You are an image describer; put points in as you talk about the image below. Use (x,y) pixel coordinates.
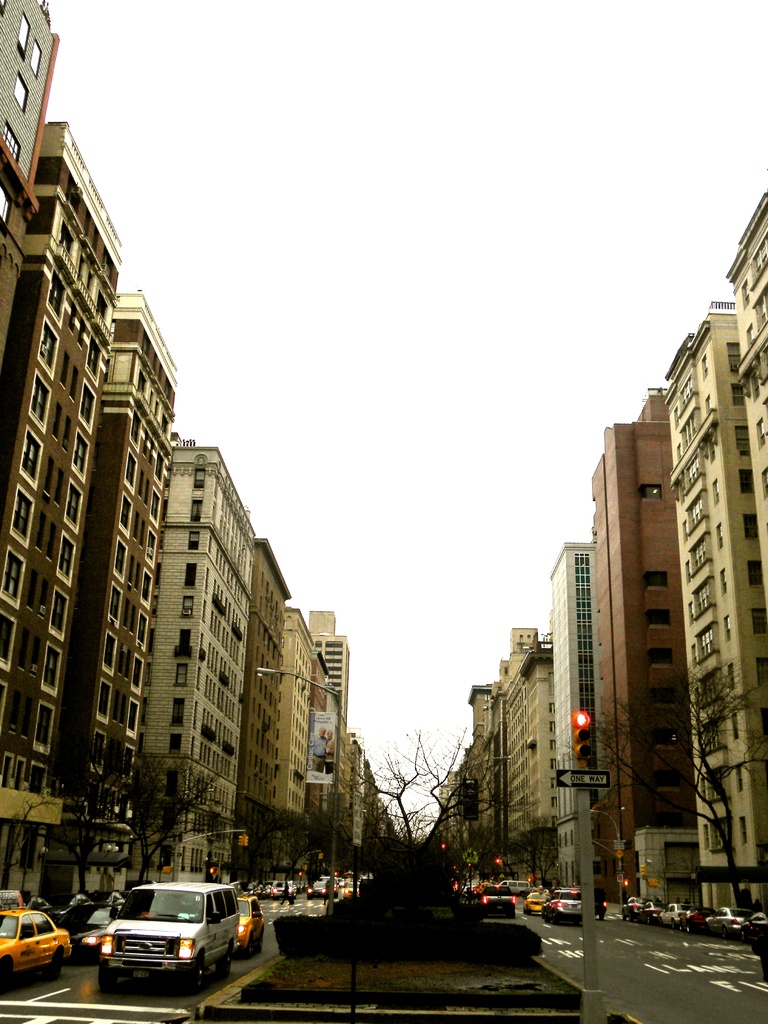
In this picture I can see there are few vehicles (604,898) and there are few trees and there are few buildings (245,694). The sky (436,709) is clear.
